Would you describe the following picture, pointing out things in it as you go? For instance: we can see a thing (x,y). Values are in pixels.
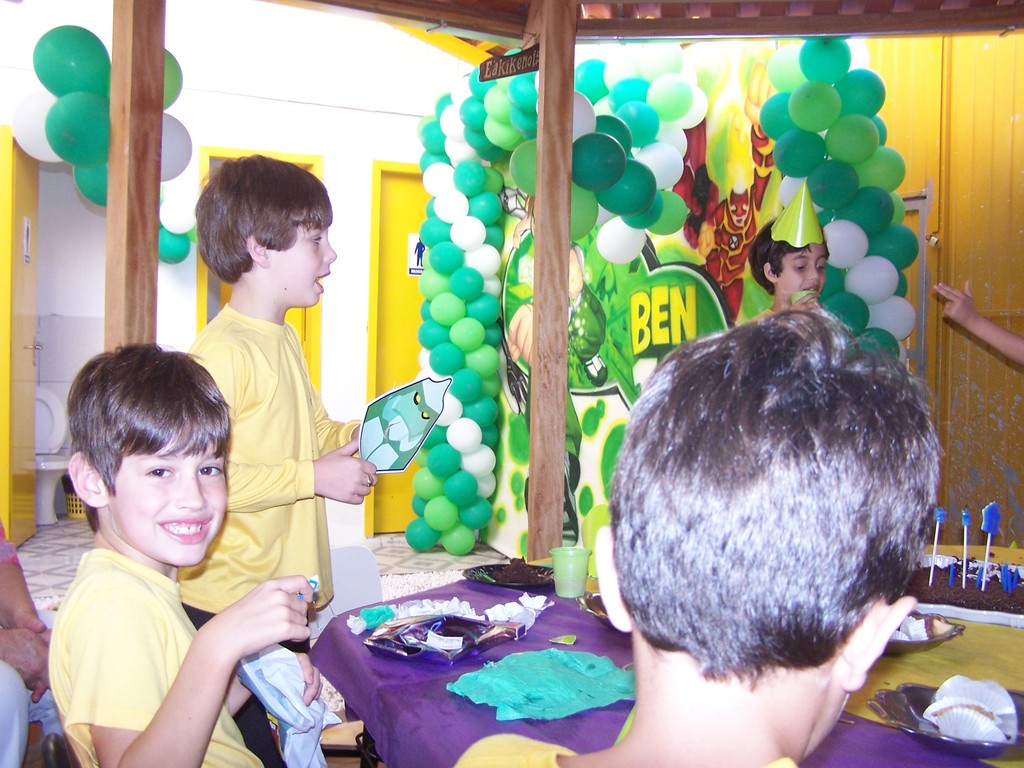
In this picture we can see some kids (799,359) are standing, on the right side (973,640) there is a table (886,742), we can see some plates (913,712), a cloth (530,650) and a glass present on the table (994,645), in the background (345,123) we can see a wall (358,121) and doors (380,272), there are some balloons (626,147) in the middle (458,418).
